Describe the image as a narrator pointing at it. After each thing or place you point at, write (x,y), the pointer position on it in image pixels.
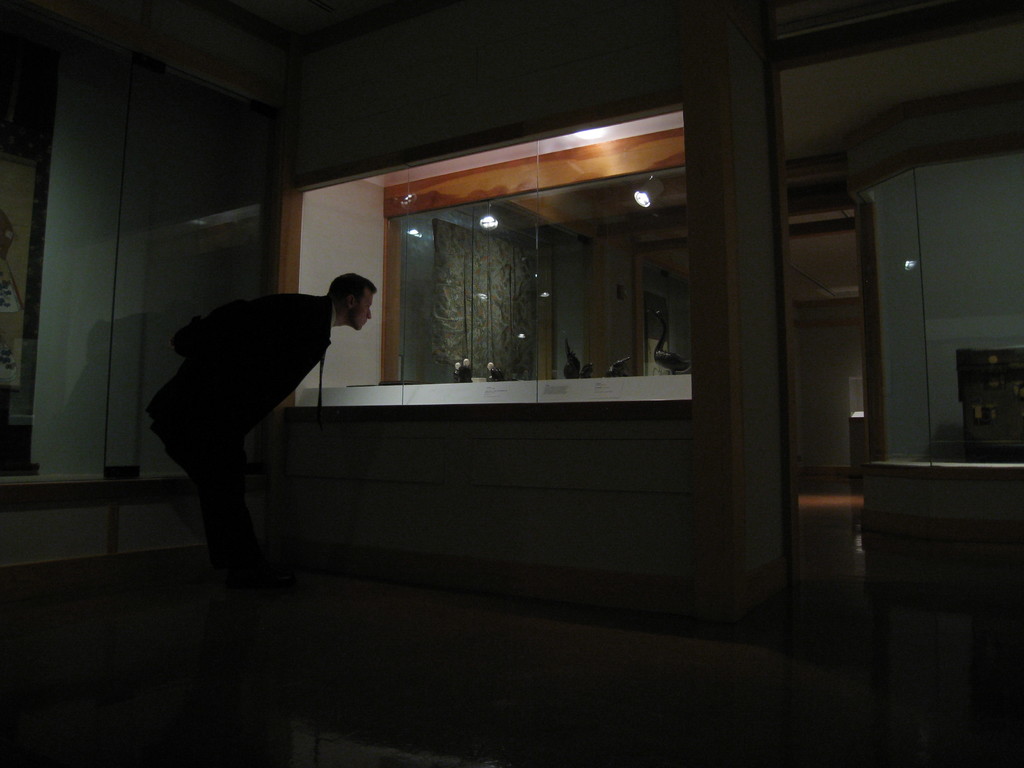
In this image we can see a man (256,558) standing on the floor (431,620) and looking into the glass case (527,269) before him. In addition to this we can see walls (843,437), electric lights (652,188), decor pieces (469,371) and wall hangings (476,359).
